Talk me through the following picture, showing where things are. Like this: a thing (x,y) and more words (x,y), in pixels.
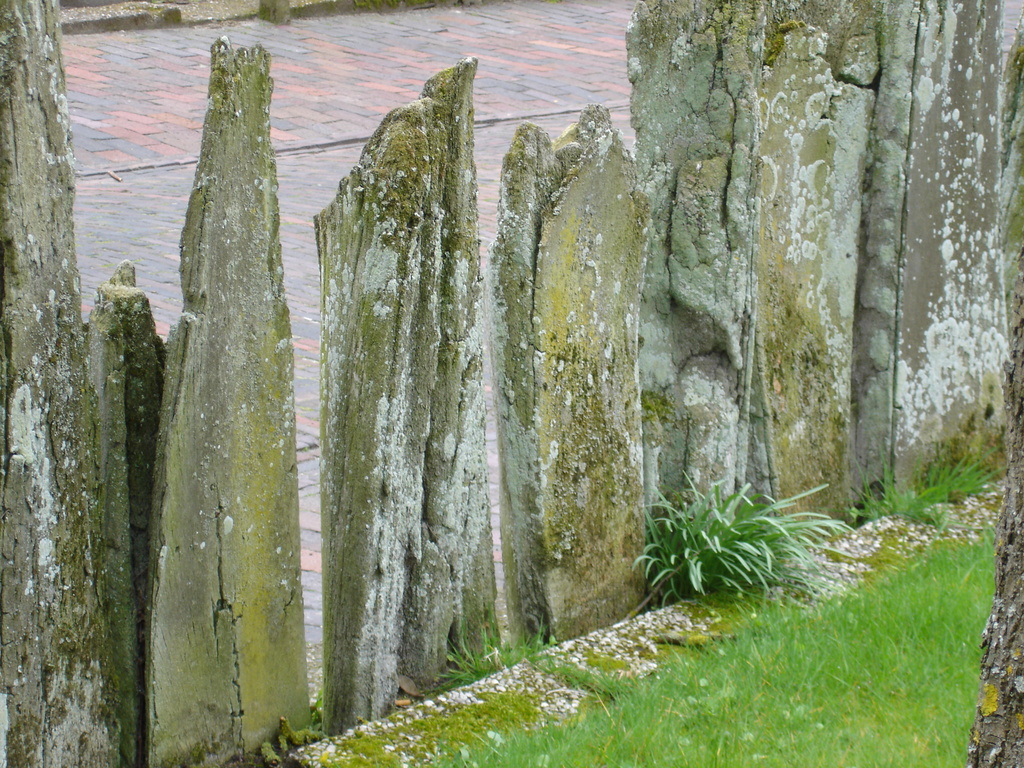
In this image we can see the stones (463,270). And there is a grass (756,644), plants (711,576) and ground (379,84).
